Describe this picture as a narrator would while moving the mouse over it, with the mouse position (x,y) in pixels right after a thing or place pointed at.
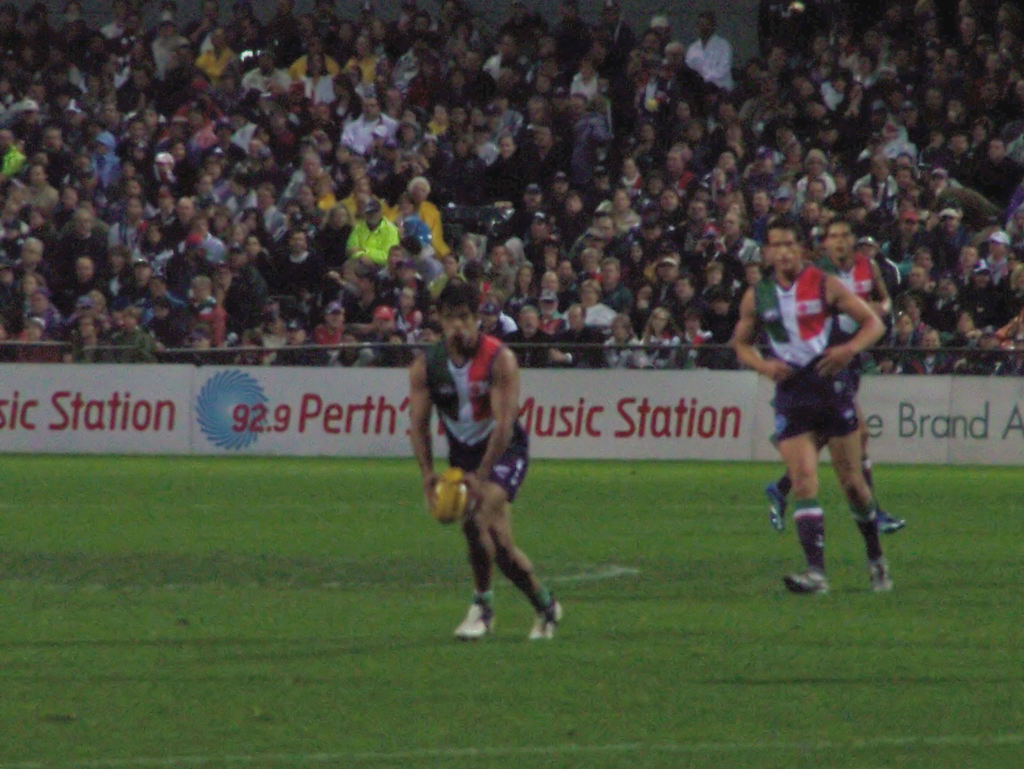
In this image I can see a man (482,507) holding a rugby ball (444,493) on his hands (470,490) and running. Behind I can see two more men (824,328) running. At background (623,163) I can see group of people (377,198) sitting and watching the rugby game. This is a banner (125,419) which is kept along the way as a compound wall (658,437).
